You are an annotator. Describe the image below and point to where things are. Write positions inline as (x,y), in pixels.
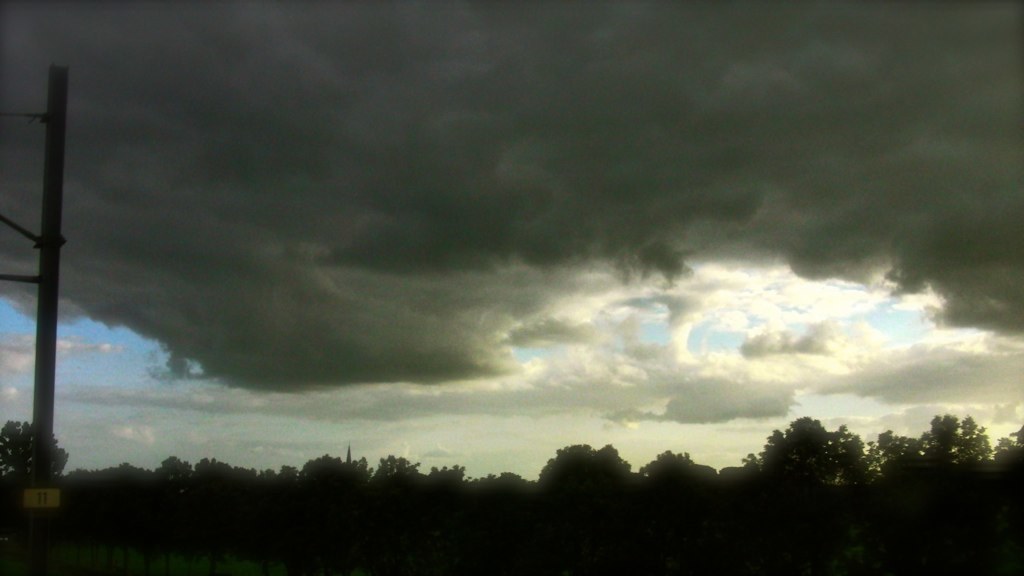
This image consists of many trees (344,555). At the top (549,189), we can see the clouds (525,325) in the sky (439,362). On the left (46,226), there is a pole (51,453).
